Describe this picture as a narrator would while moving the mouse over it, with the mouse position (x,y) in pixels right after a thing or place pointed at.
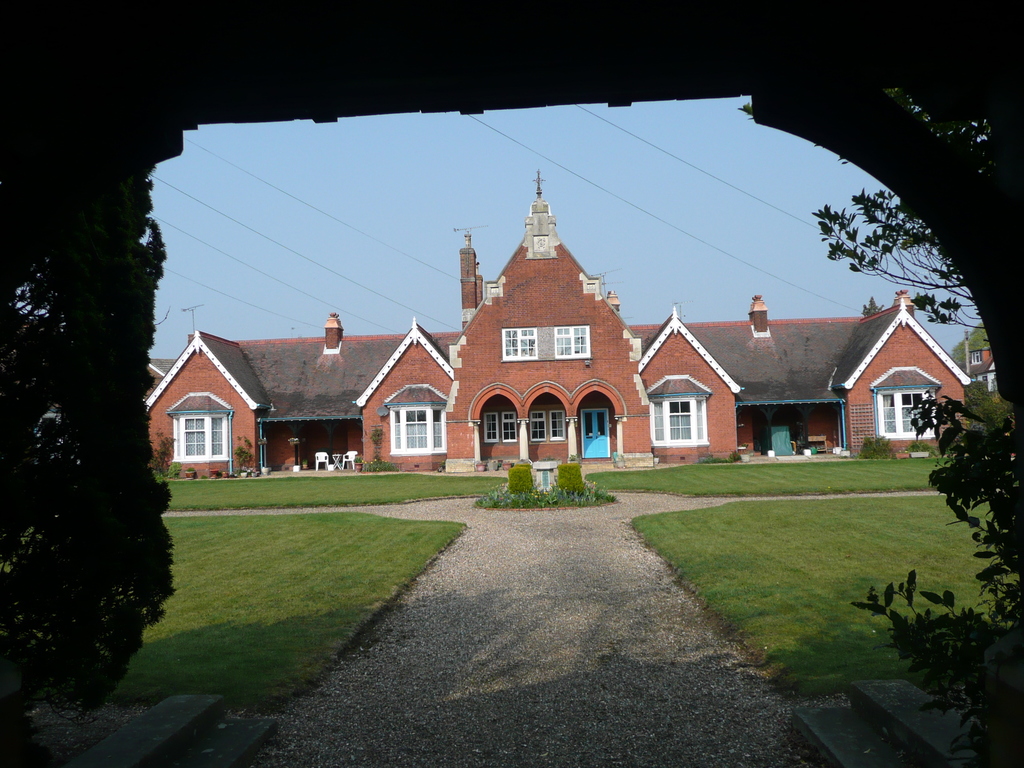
In this picture we can see an arch (1007,239), trees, buildings (834,345) with windows (684,398), chairs (344,456), grass (286,540) and in the background (259,250) we can see the sky (666,234).
